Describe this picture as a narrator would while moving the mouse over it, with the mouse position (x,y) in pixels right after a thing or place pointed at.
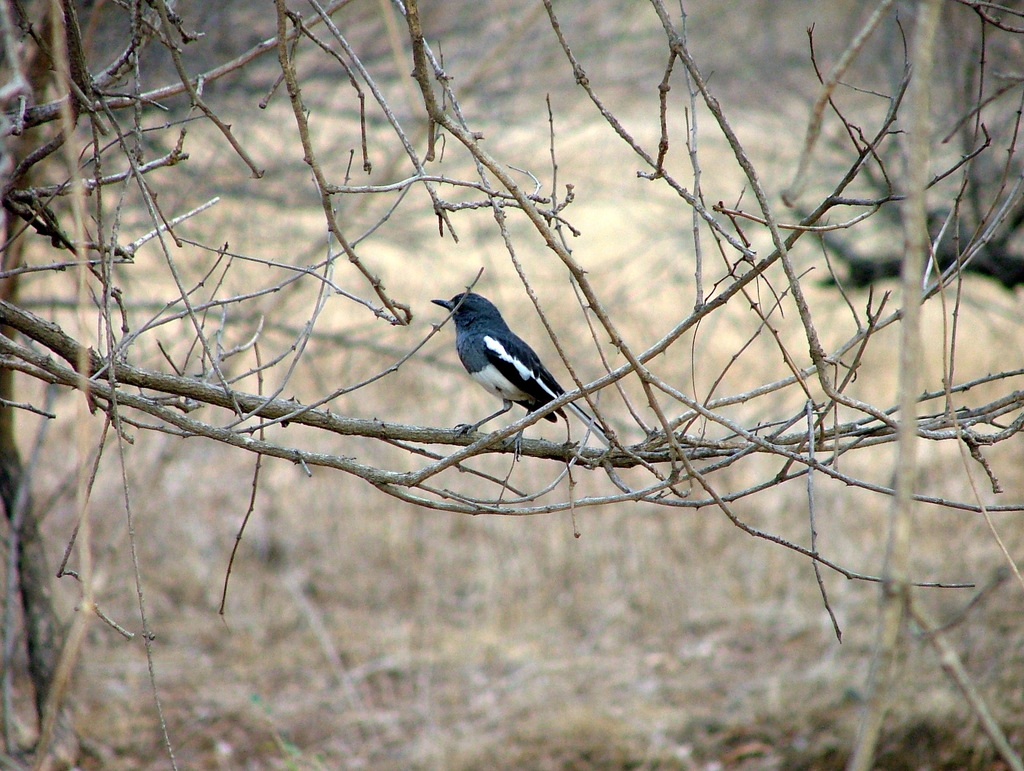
In this image in the center (515,376) there is a bird (499,390) standing on a stem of a tree (333,412) and the background (464,263) is blurry.
